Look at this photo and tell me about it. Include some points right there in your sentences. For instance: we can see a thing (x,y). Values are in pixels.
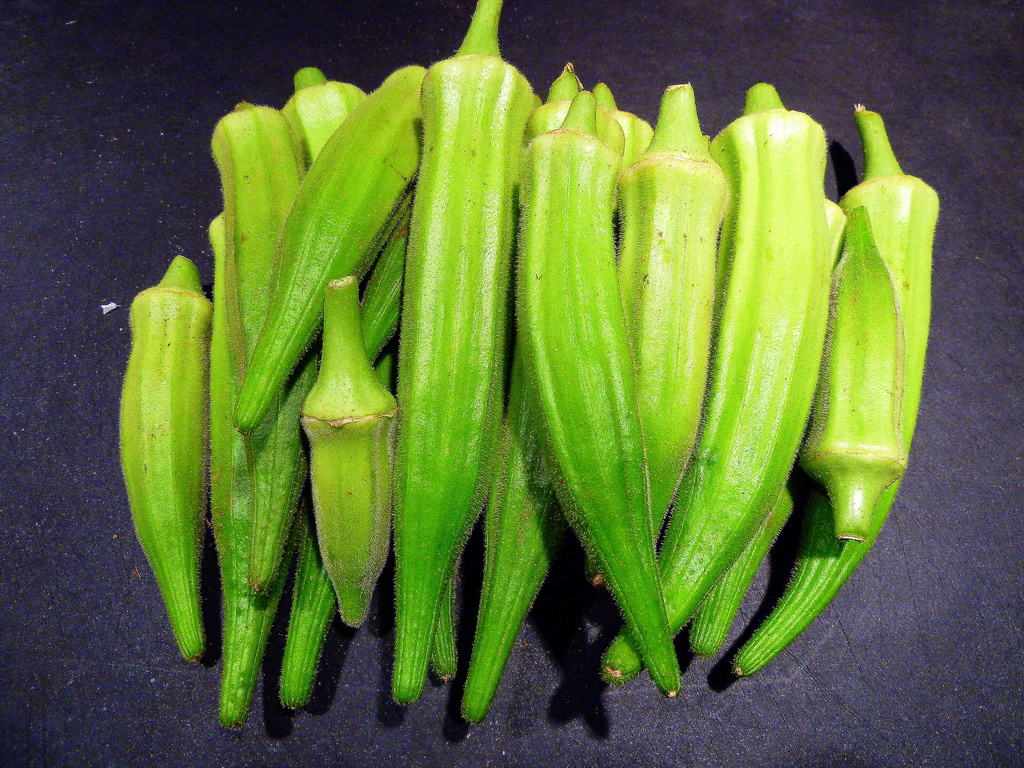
In this picture we can see some lady fingers (381,380) are placed.
